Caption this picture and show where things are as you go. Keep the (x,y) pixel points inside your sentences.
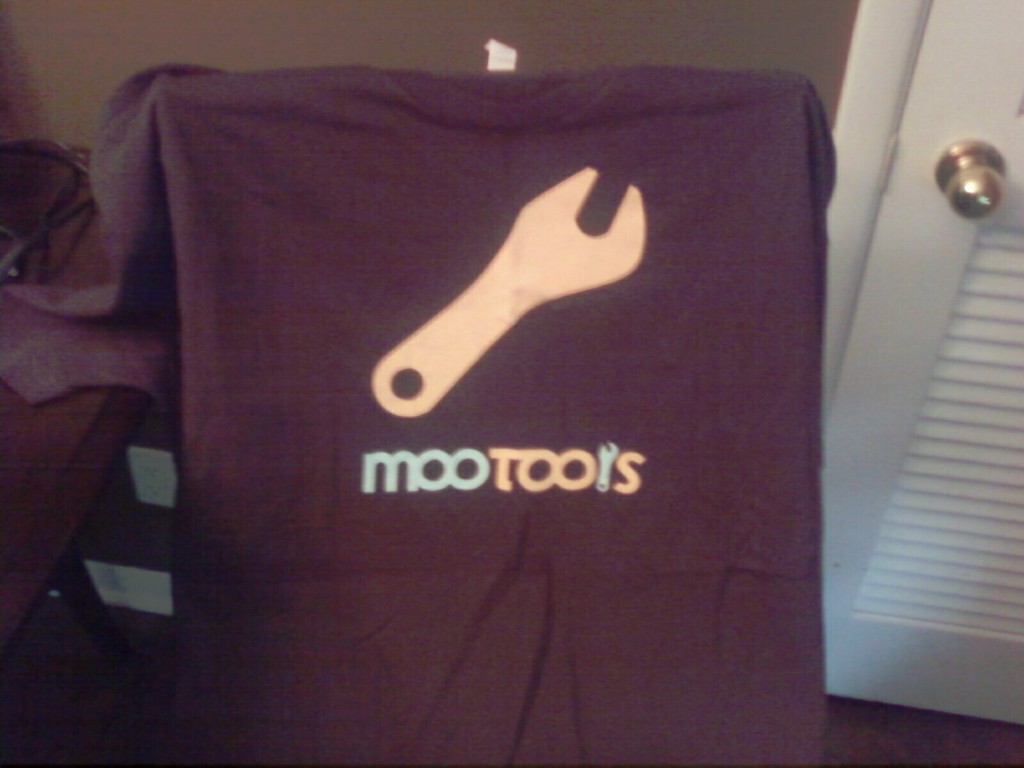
In this image we can see a t-shirt (401,427) with some text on it. To the right side of the image (885,413) there is a door (920,495). To the left side of the image (105,387) there is table (88,500). In the background of the image (339,24) there is wall (550,48).
